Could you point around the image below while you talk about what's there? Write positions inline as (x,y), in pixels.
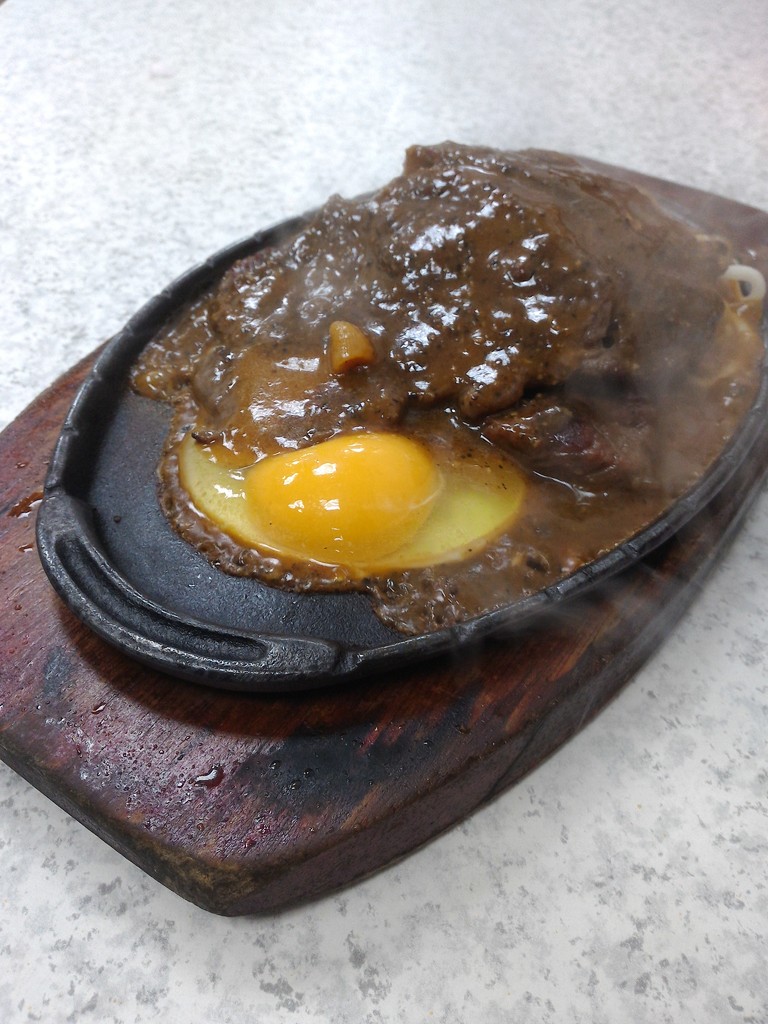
The picture consists of a food item (434,389) served on a sizzler (124,445). The sizzler (75,557) is placed on a table (458,53).
